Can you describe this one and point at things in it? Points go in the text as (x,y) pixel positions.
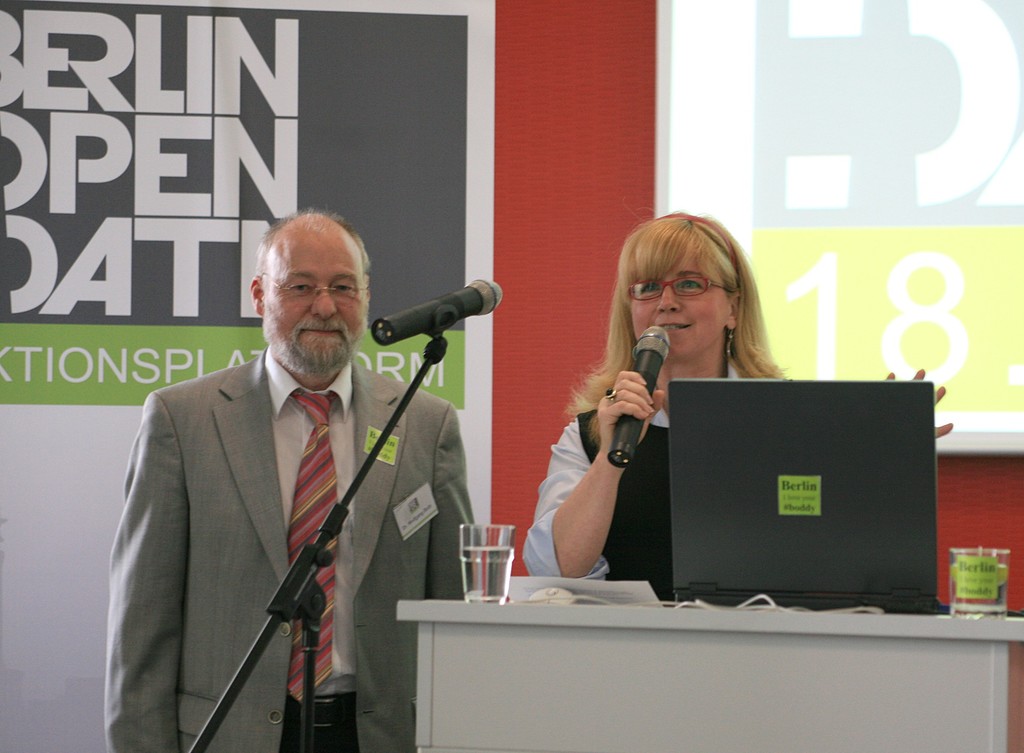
This picture shows a man (268,747) and a woman (603,398) standing and woman (719,346) speaking with the help of a microphone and we see a monitor (869,385) on the table (967,623) and a water glass (505,540).
